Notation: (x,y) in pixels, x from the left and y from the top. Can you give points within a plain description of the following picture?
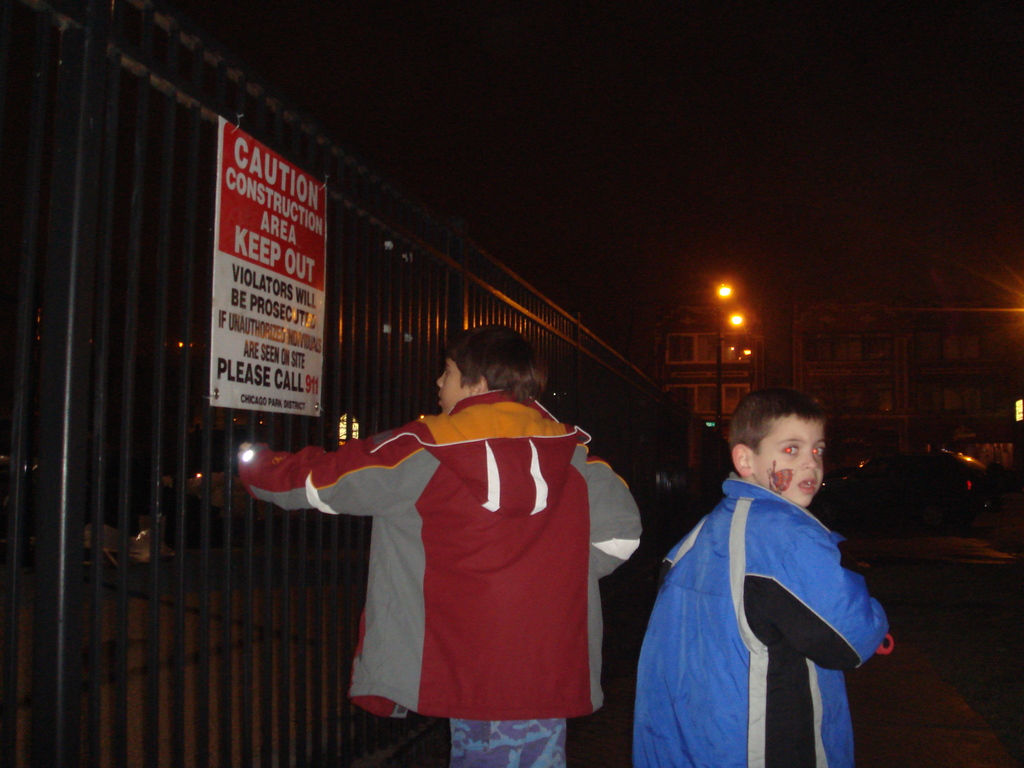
In this picture there is a boy (493,559) who is wearing red jacket (468,598) and blue pants (533,747). He is standing near to the fencing (361,381). On the fencing (352,281) there is a sign board (276,406). On the right (776,412) we can see another boy (755,489) who is wearing blue jacket (698,594). In the background (944,450) we can see cars (980,491), trees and buildings (787,356). On the top (724,87) we can see darkness (724,87).
